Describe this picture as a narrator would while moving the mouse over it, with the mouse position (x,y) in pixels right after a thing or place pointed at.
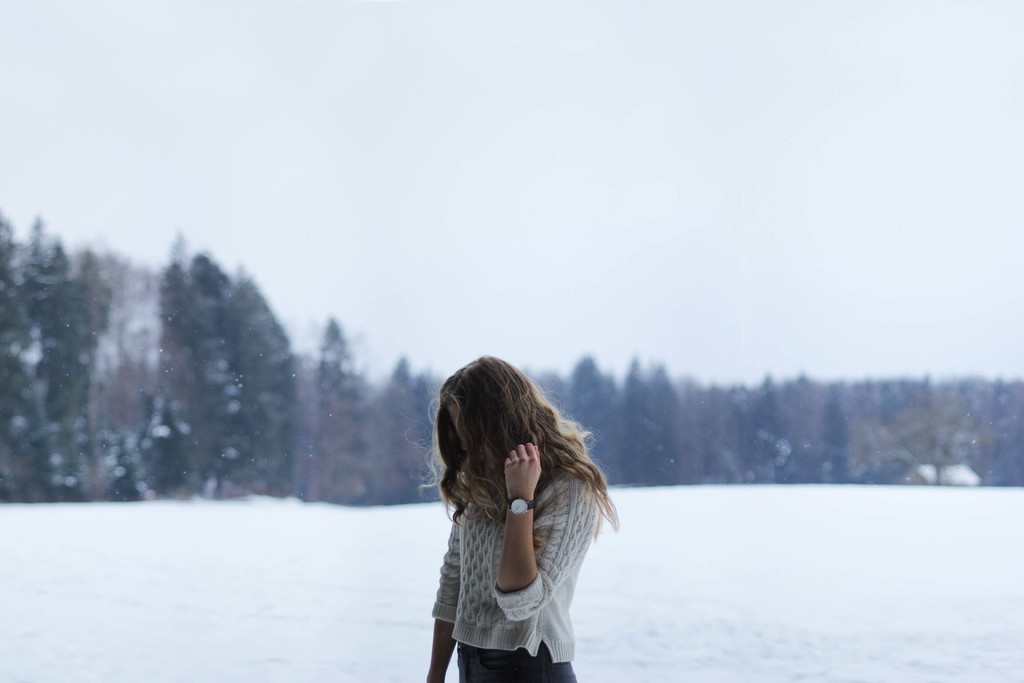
There is one woman (502,513) standing and wearing a white color dress (534,597) at the bottom of this image (531,649). There are trees (840,447) and a snow land (407,519) in the background (246,486). There is a sky (449,208) at the top of this image (449,208).
